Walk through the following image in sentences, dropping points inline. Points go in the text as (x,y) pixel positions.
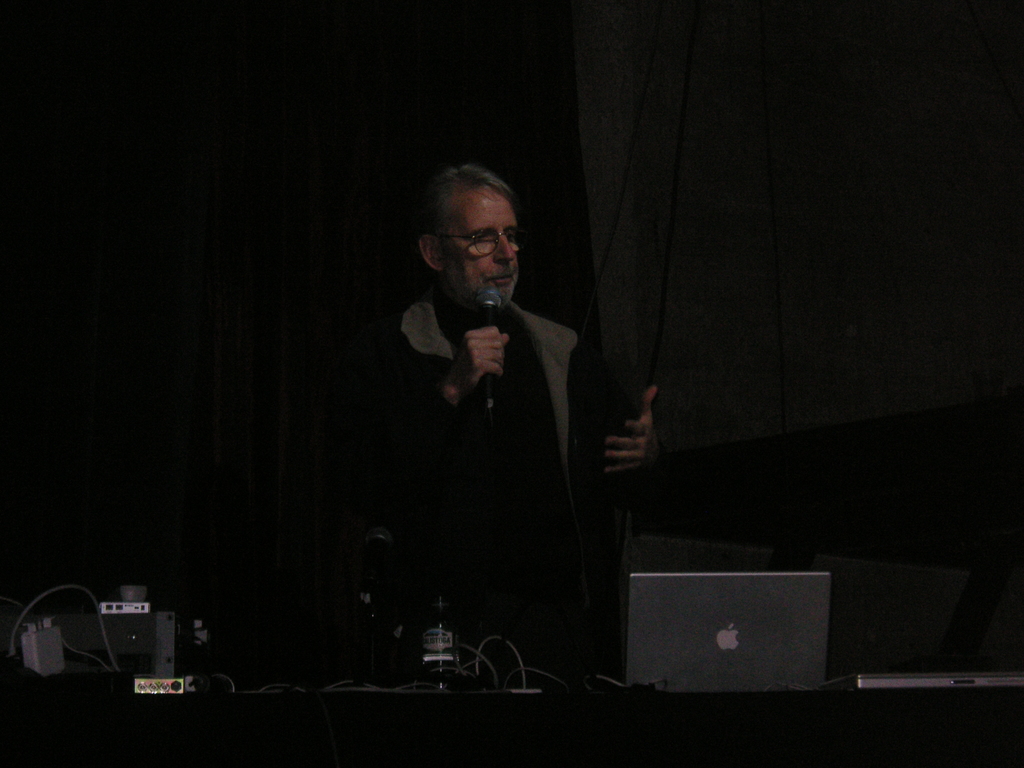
This image is dark. In this image there is a person (474,474) standing and holding a mic (495,350), in front of the person (482,583) there is a table (617,716). On the table (763,711) there is a laptop (743,678), water bottle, cables (487,640) and some other objects (171,663).
